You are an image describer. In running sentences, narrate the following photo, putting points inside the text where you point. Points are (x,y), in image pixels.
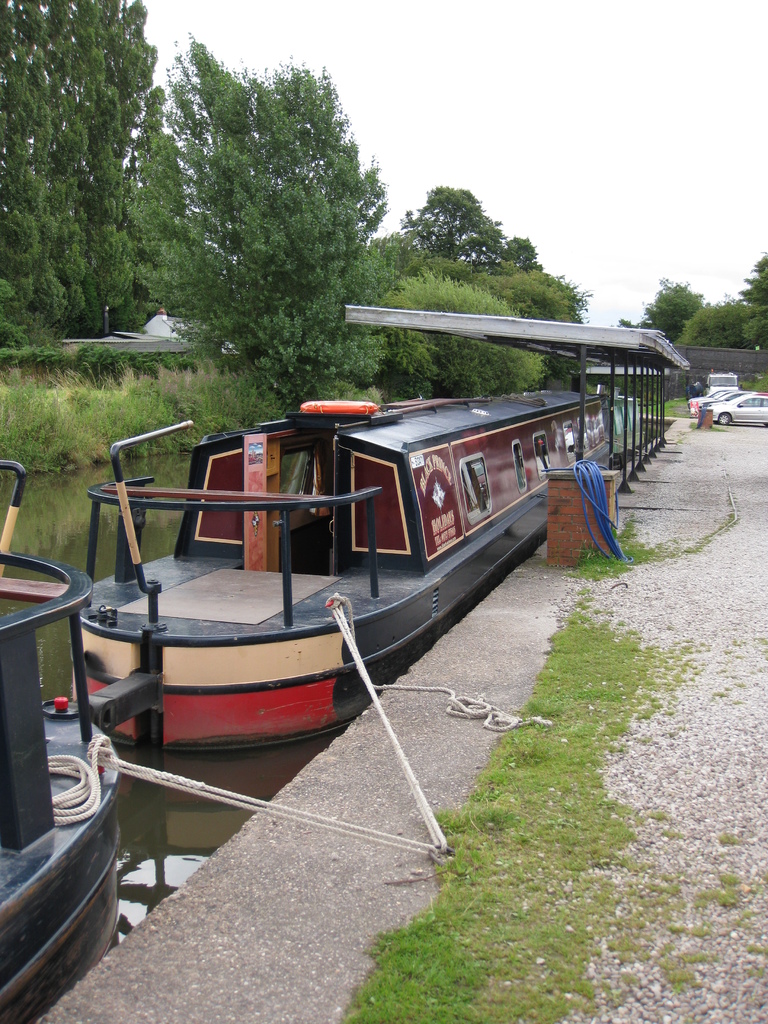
In the center of the image (449,564) there are boats (172,629) in the water (68,680). On the right side of the image (734,420) there are pillars (665,440) and there are cars (752,412) on the road (612,768). In the background of the image (707,361) there is a wall (738,369). There are trees (369,258) and sky (620,88).
